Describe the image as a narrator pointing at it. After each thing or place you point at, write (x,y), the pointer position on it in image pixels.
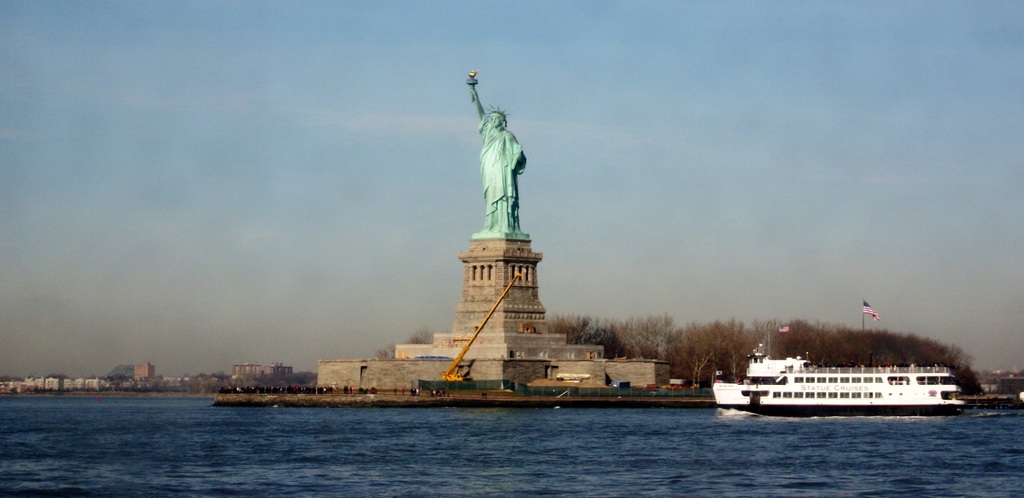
In the picture we can see the water surface (1007,460) which is blue in color and far away from it, we can see the statue of liberty (494,139) and beside it, we can see the boat (766,364) which is white in color and on it we can see the pole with the flag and behind it, we can see full of trees (583,336) and on the other side we can see some houses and in the background (329,198) we can see the sky (415,215).
